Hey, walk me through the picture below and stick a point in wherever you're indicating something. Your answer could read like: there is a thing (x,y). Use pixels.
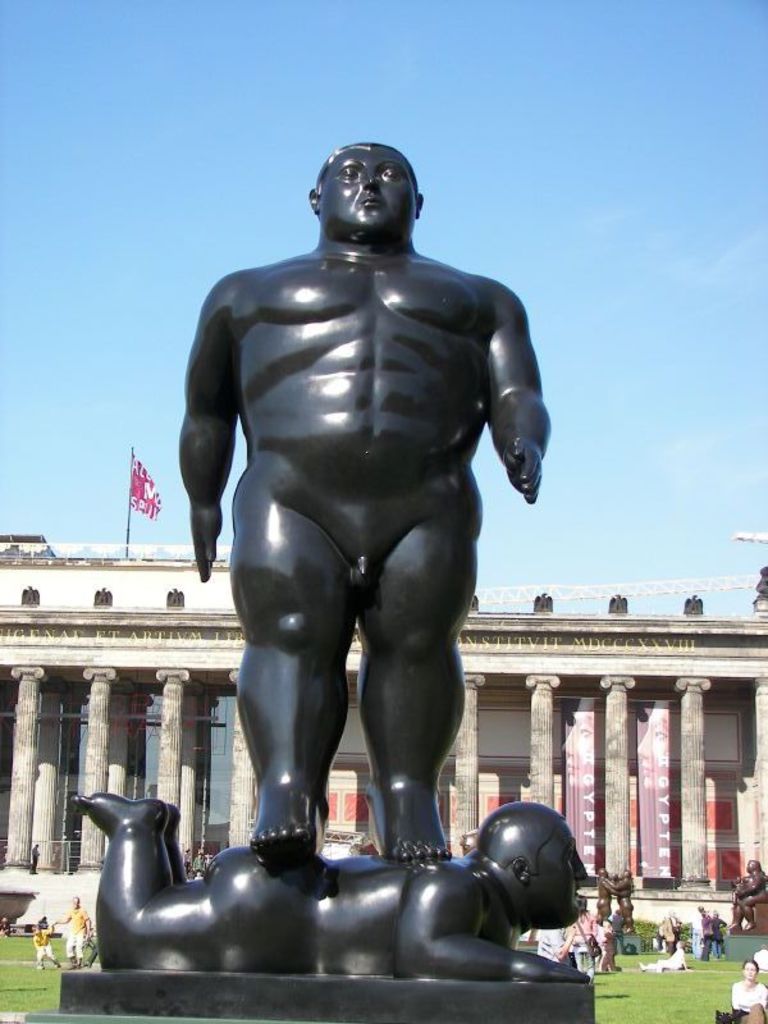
In this image I can see a huge statue (324,607) of two persons (335,598) which is black in color. I can see the ground (653,992), some grass (690,995), few persons (759,951), few statues (762,922) and a huge building (510,722). I can see few banners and a flag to the building (502,742). In the background (131,424) I can see the sky (240,134).
